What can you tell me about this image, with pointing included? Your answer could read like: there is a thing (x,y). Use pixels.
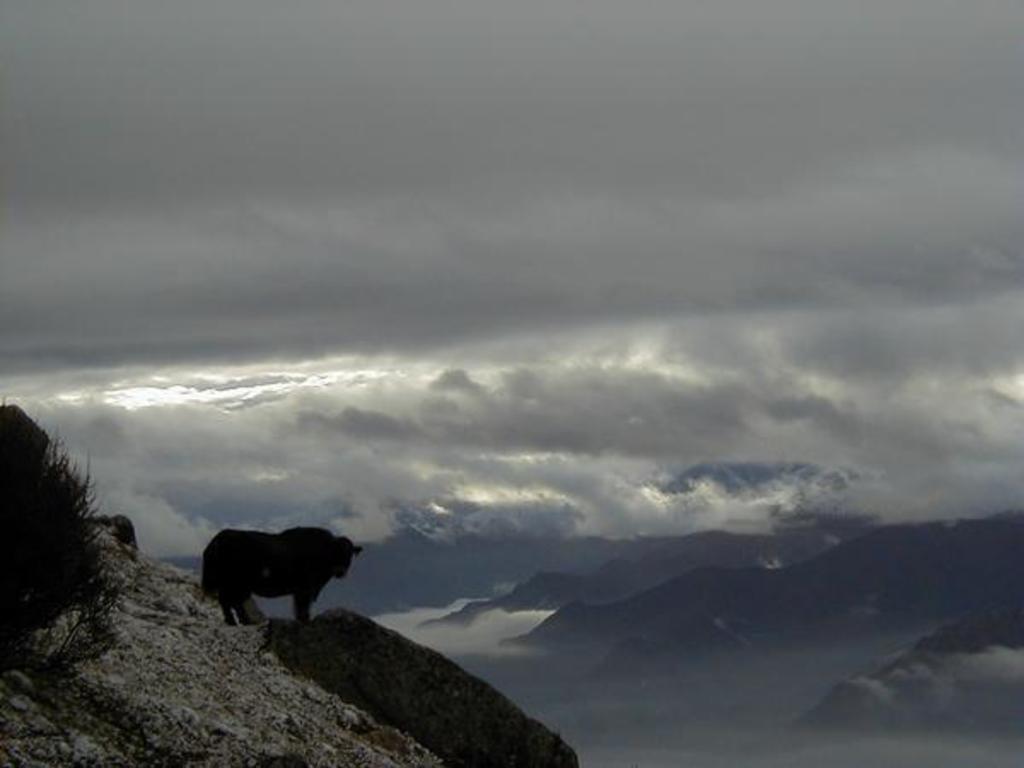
In this image on the left side (326,546) there is one animal (272,579), and plant (69,540) and at the bottom (102,668) there is a mountain (136,665). And in the background (547,654) there are mountains (982,703), and at the top (496,190) there is sky (487,336).
